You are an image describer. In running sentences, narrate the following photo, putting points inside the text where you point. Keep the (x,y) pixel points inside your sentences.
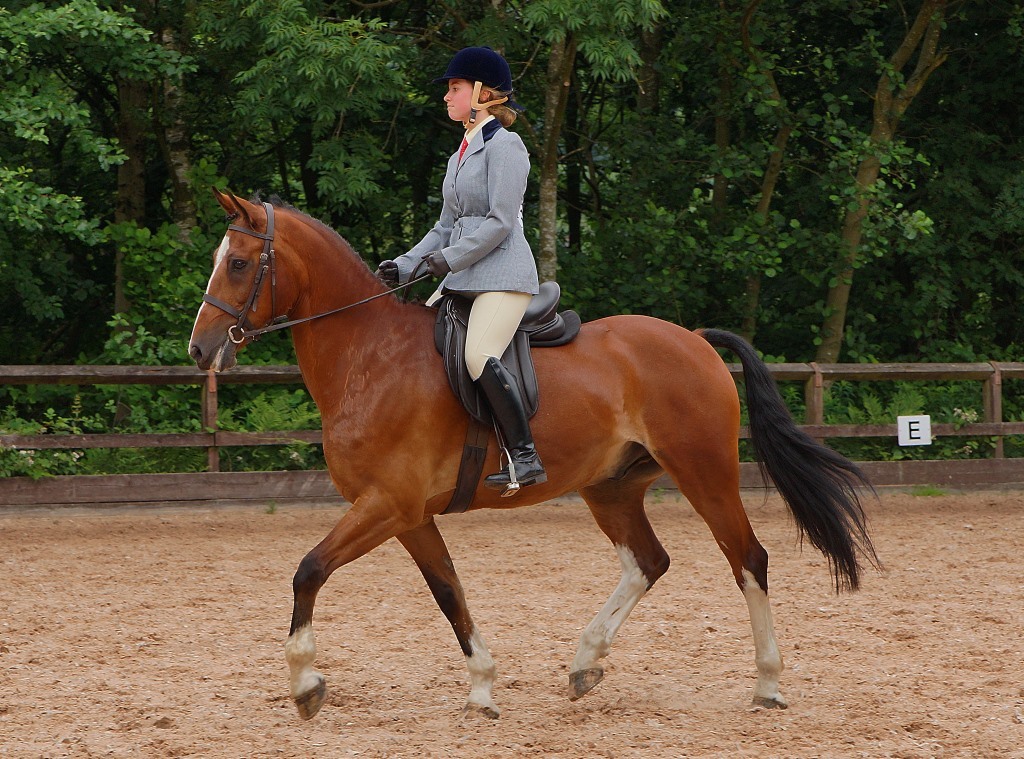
This image is taken outdoors. At the bottom of the image (248,652) there is a ground (855,599). In the middle of the image (401,343) there is a horse (603,331) and a woman (461,275) is riding on the horse (580,378). In the background (952,429) there is a fencing (255,380) and there are many trees (539,218) and plants (950,416).
